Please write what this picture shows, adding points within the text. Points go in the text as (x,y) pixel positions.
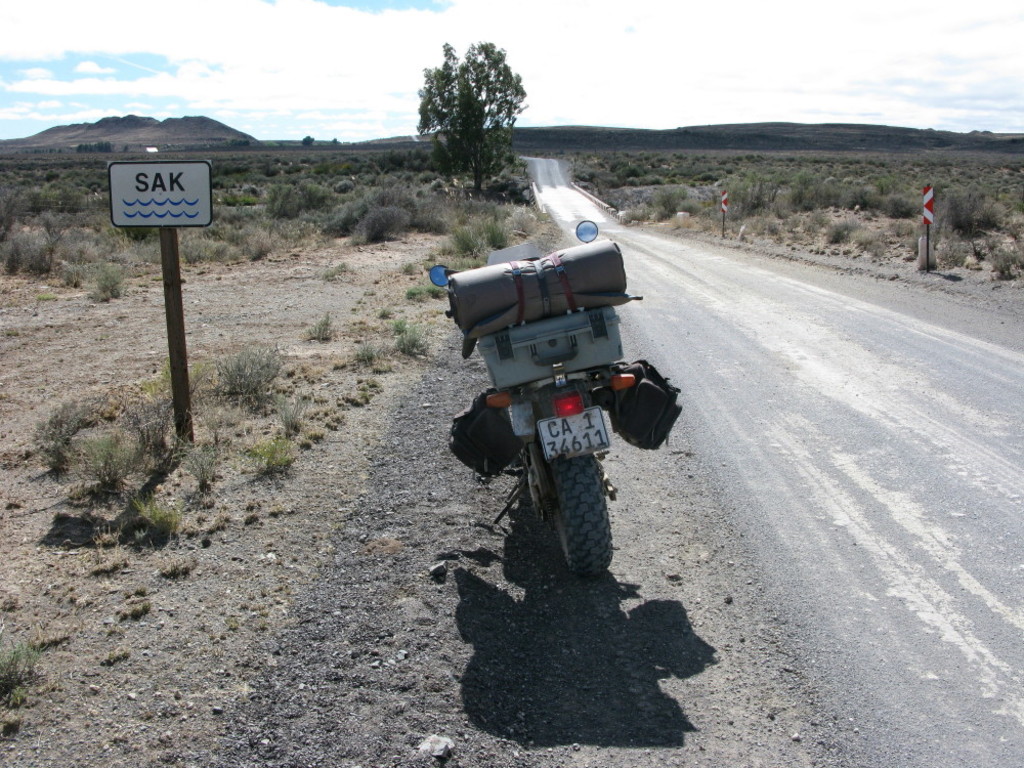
In the picture we can see a road (808,395) beside it, we can see a motor bike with luggage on it and beside it, we can see a pole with board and beside it, we can see some plants (427,180) on the surface (87,561) and on the opposite side, we can see a surface (976,158) with full of plants (958,156) and in the background (427,200) we can see plants (456,233), trees (473,156) and behind it we can see hills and sky (898,78) with clouds (611,56).
